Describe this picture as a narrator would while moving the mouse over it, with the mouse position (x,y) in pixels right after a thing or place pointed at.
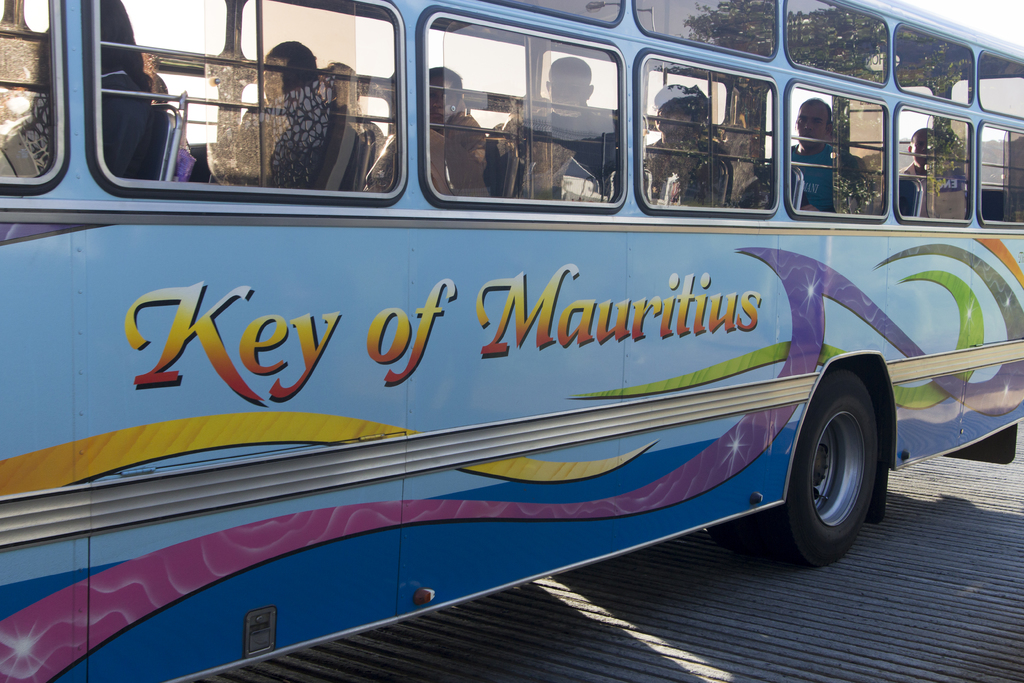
There is a bus (361,256) in the foreground area of the image (581,160) and people (680,128) sitting inside it, there are trees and sky (595,90) in the background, there is colorful painting (99,607) and text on it.
